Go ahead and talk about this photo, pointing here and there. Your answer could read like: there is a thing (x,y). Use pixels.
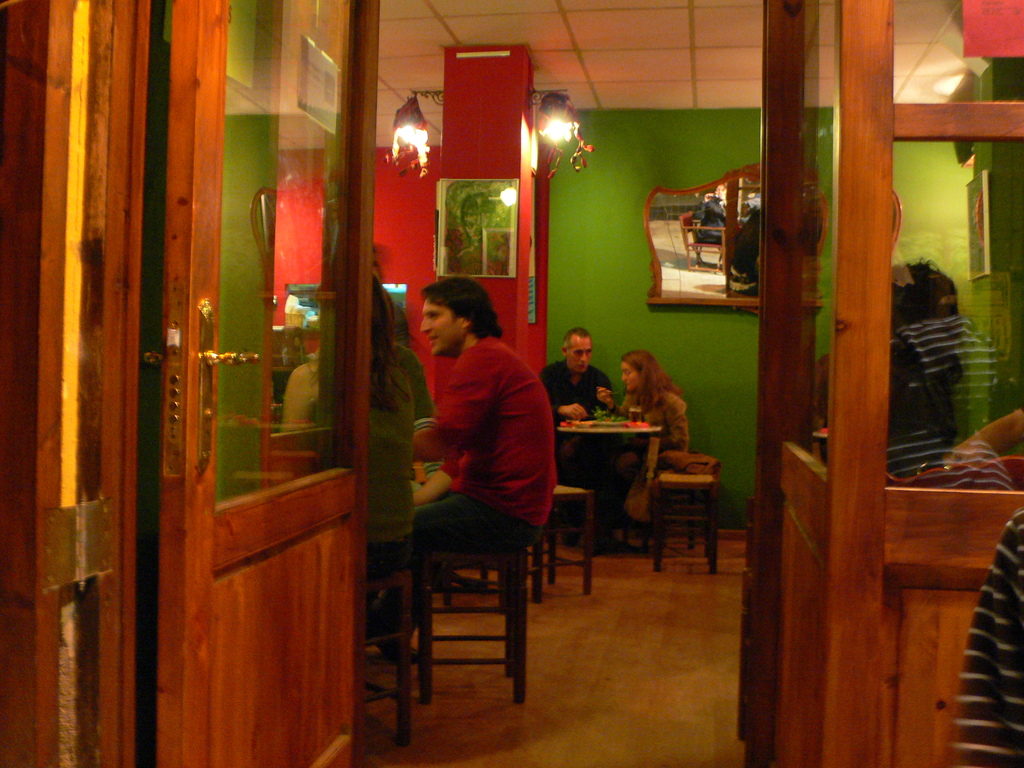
In the picture we can see a room (611,221), in that room (600,229) we can see the persons (637,452) sitting and eating, there was a table (623,428) in front of the persons (594,394) in which food items (605,410) are kept, we can also see the light (578,165), we can also see a mirror (678,242) near to the wall (601,263), we can also see the doors (177,570).
